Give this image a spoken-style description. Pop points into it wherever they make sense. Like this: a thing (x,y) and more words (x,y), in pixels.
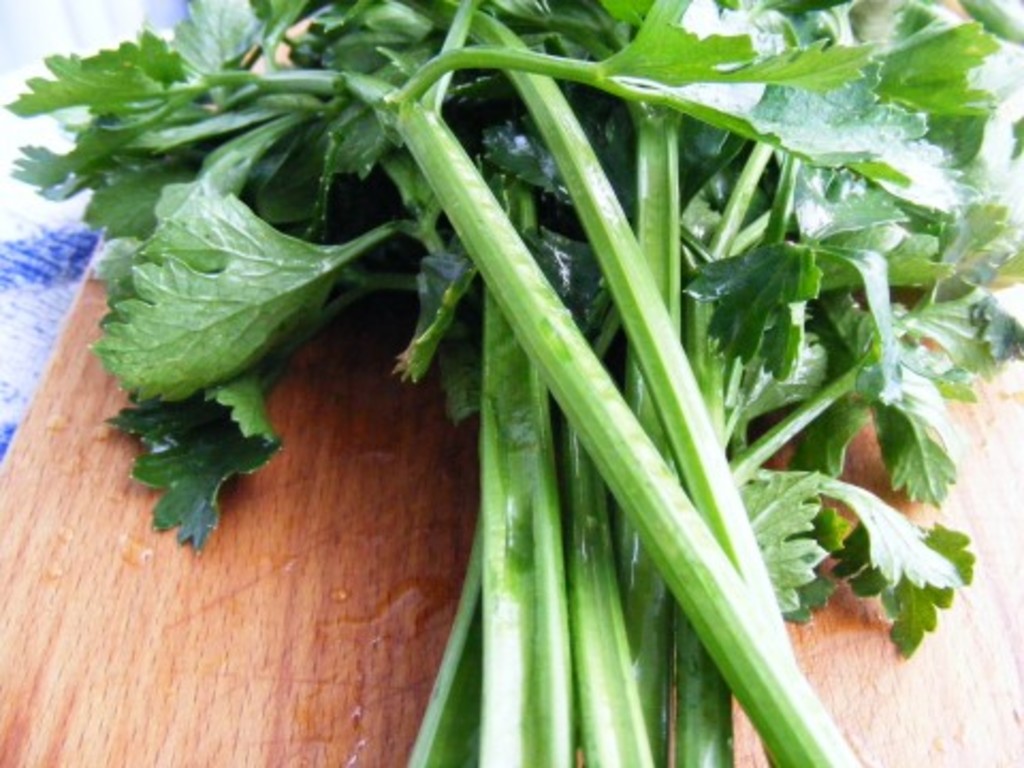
In this image I can see there are some green leafy vegetables (130,249) placed on a wooden surface (359,615) and there is a napkin (4,339) at left side (2,340).
